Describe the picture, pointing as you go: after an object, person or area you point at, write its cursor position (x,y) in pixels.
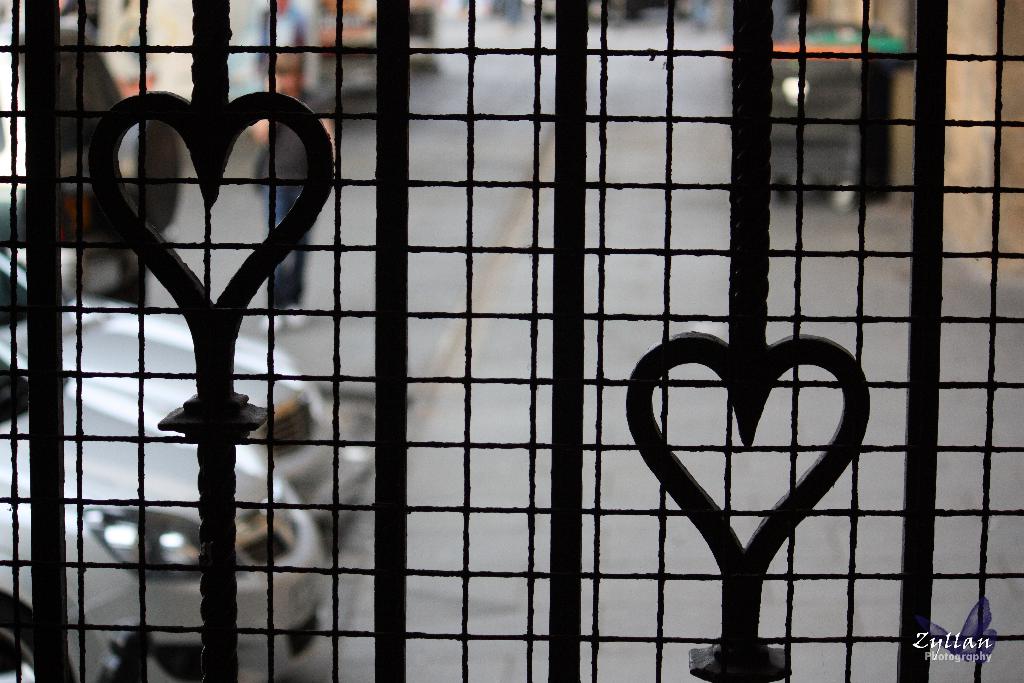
In the foreground of the image (399,347) grills (531,487) are present. On the left side of the image (160,396) we can see cars (153,425) and persons (279,74) are standing. In the middle of the image (455,371) road (547,282) is there. On the right side of the image (967,86) wall (961,106) is present.
